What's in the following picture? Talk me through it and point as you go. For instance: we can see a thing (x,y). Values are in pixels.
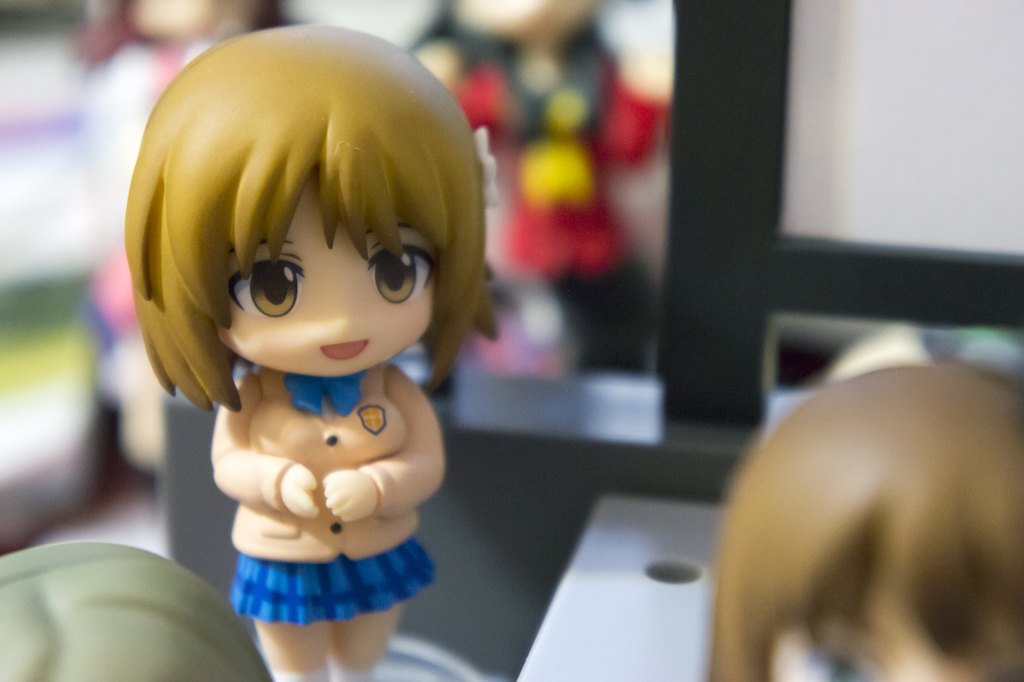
In this image I can see a toy doll (348,194). We can see cream and blue color dress (317,561) and a blue bow (320,394). Back Side the image is blurry.
